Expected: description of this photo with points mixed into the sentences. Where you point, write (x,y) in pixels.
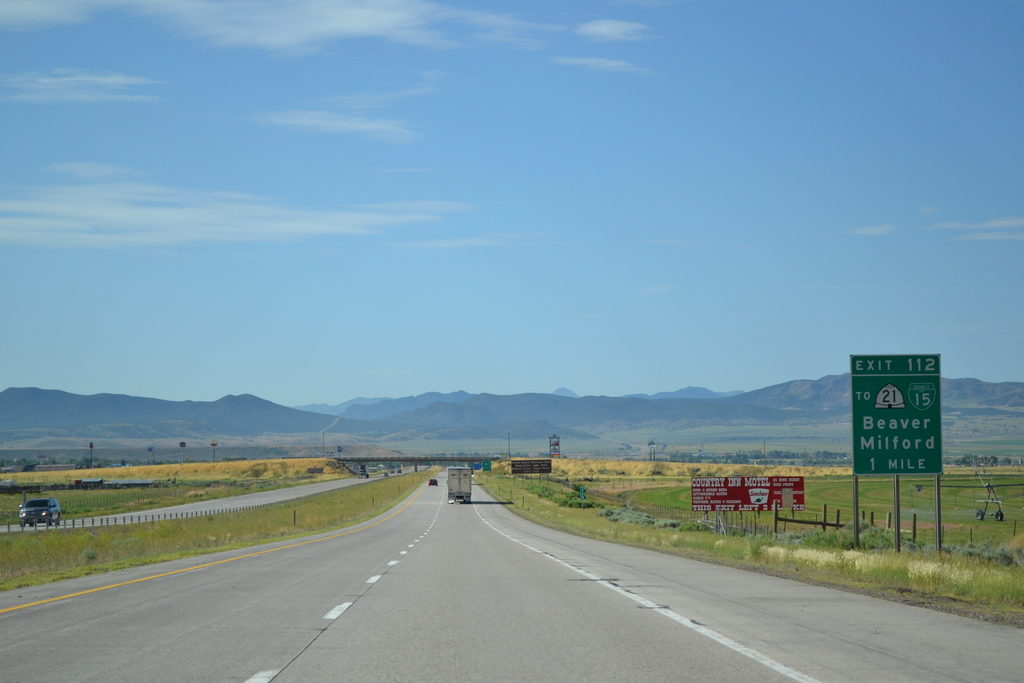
In this image we can see sky (403,227) with clouds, hills (439,421), motor vehicles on the road (221,613), barrier poles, sign boards (730,491), information boards (718,486), agricultural farms (75,489) and grass (728,524).
